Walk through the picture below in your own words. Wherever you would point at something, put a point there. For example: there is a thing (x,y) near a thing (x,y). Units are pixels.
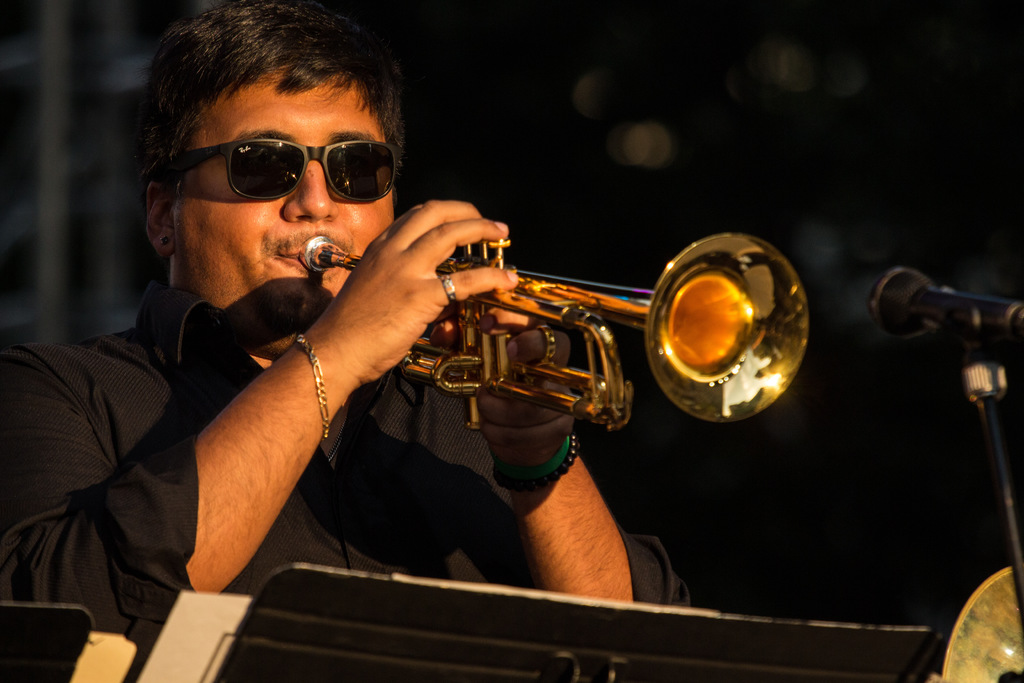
Background (821,212) portion of the picture is dark. Here we can see a mike (977,321). We can see a man (367,439) wearing a black shirt (210,391) and goggles (356,172). He is playing a musical instrument (478,314). This is a bracelet (321,406).
